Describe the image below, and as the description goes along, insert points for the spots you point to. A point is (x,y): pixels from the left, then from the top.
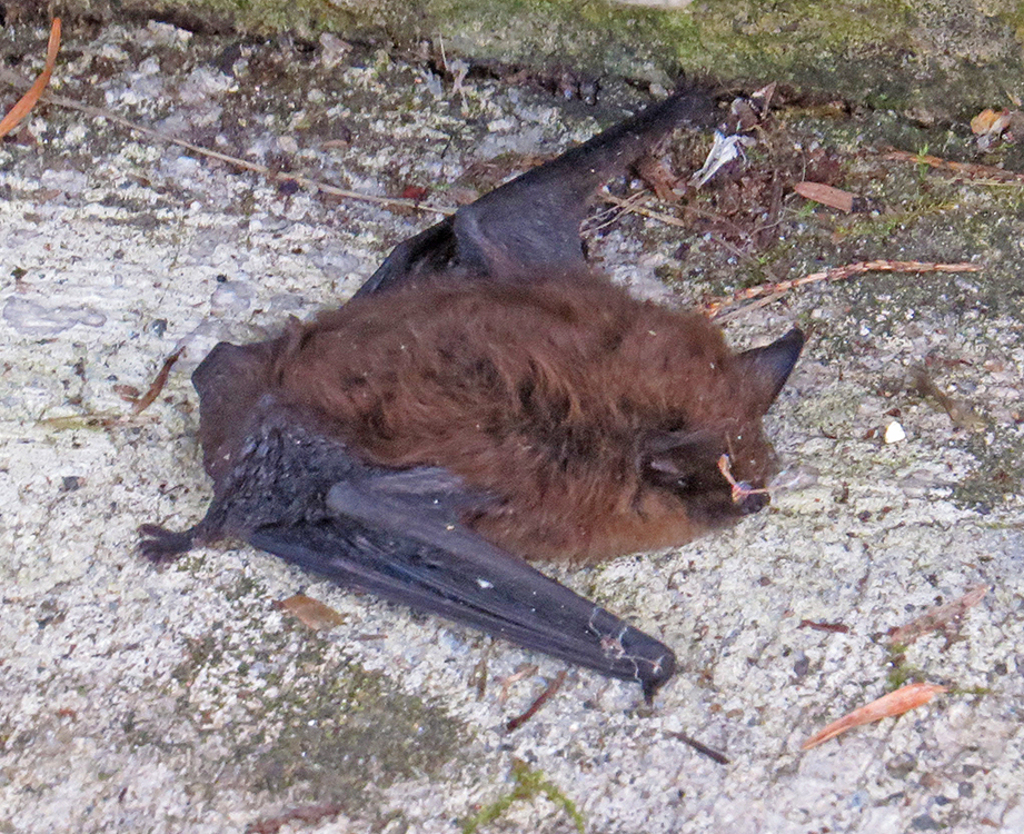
In this picture we see an animal (599,286) sleeping on the ground (238,319).
